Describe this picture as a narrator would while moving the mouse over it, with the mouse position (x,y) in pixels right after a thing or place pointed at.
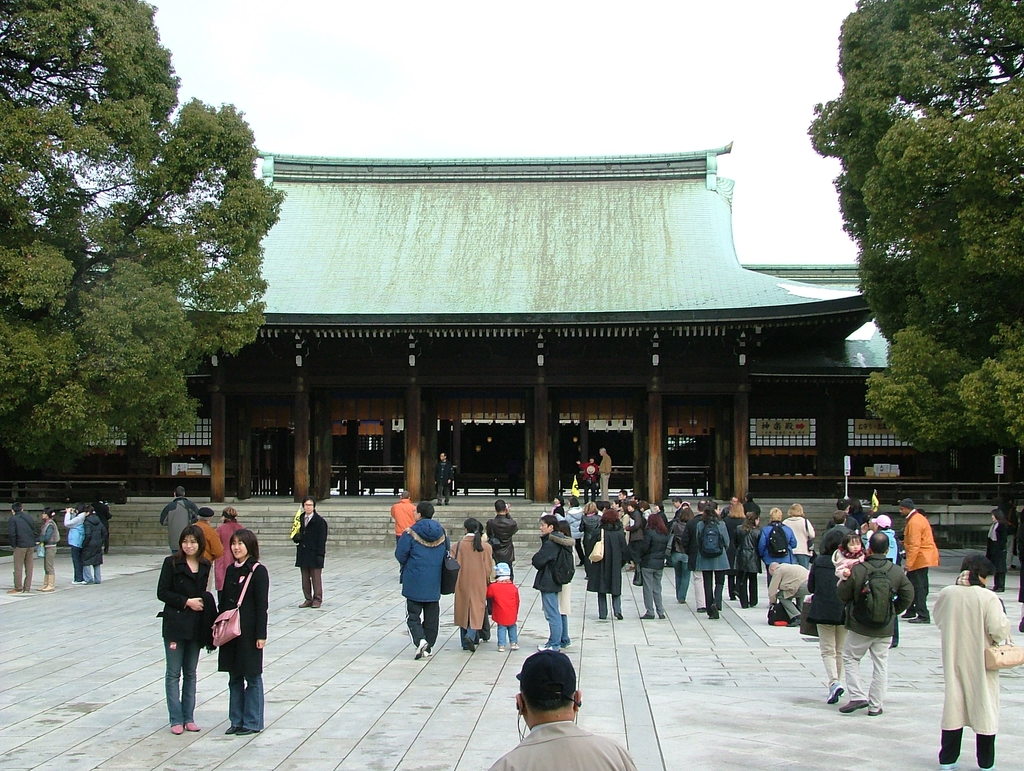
At the bottom of the image (270,605), we can see people (987,749), stairs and path (580,590). Background (536,437) we can see house (516,441), railings (481,487), pillars (410,486), poles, boards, trees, people (916,527) and sky (622,92).
